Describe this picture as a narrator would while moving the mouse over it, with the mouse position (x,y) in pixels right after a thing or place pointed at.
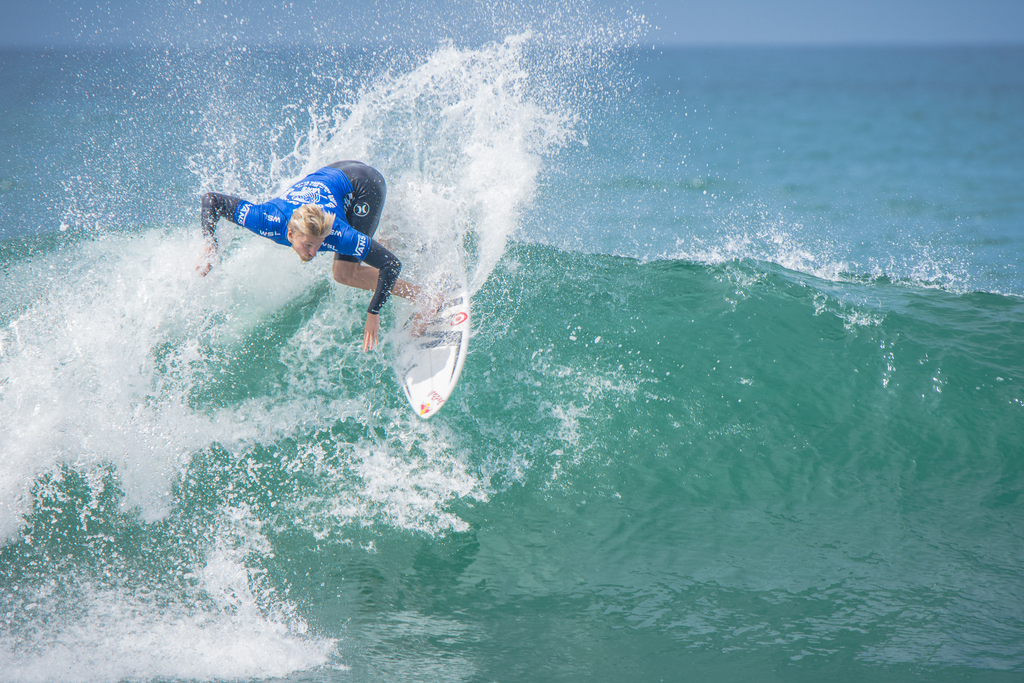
In this image I can see a person (354,179) on the surfboard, the person (346,190) is wearing blue and black color dress (353,205). Background (824,197) I can see the water (354,354).
